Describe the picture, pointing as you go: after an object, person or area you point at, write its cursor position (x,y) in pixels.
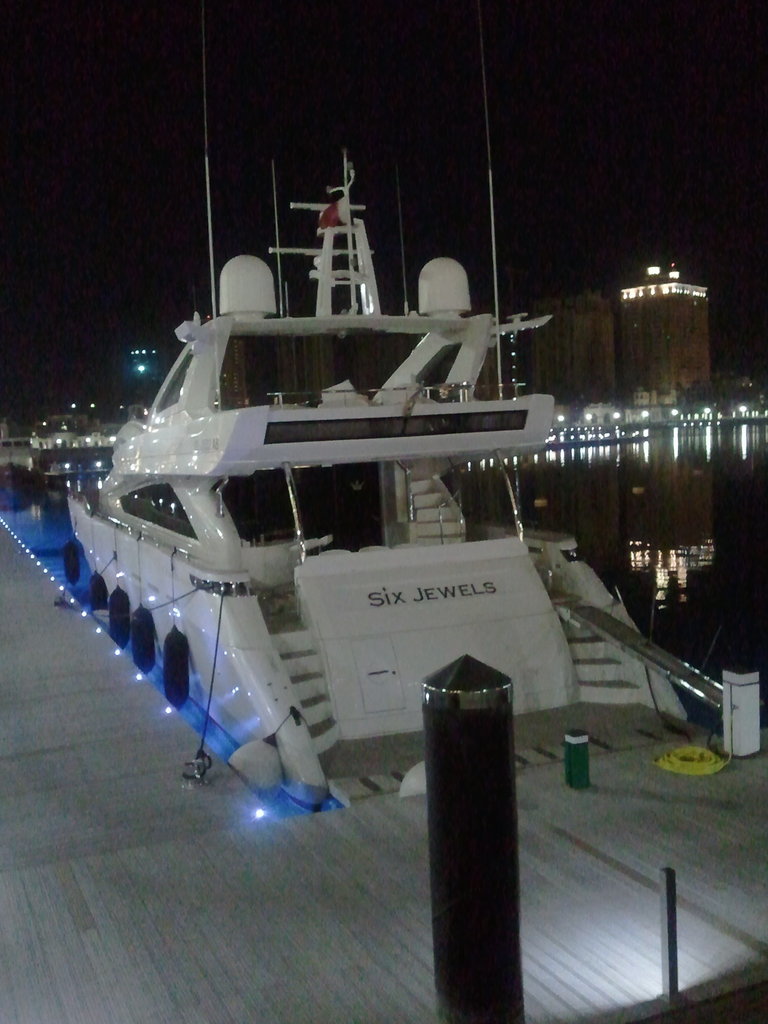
In this image, in the middle (444,672), we can see a black color pole (469,1022) and a boat (355,561) which is floating in the water (759,617). On the left side (72,764), we can see a floor (76,965). On the right side (727,696), we can see some poles (733,680), water (707,565) which is in black color. In the background (727,336), we can see a building (660,367), tower (650,367) and black color. In the background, we can also see a few lights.
